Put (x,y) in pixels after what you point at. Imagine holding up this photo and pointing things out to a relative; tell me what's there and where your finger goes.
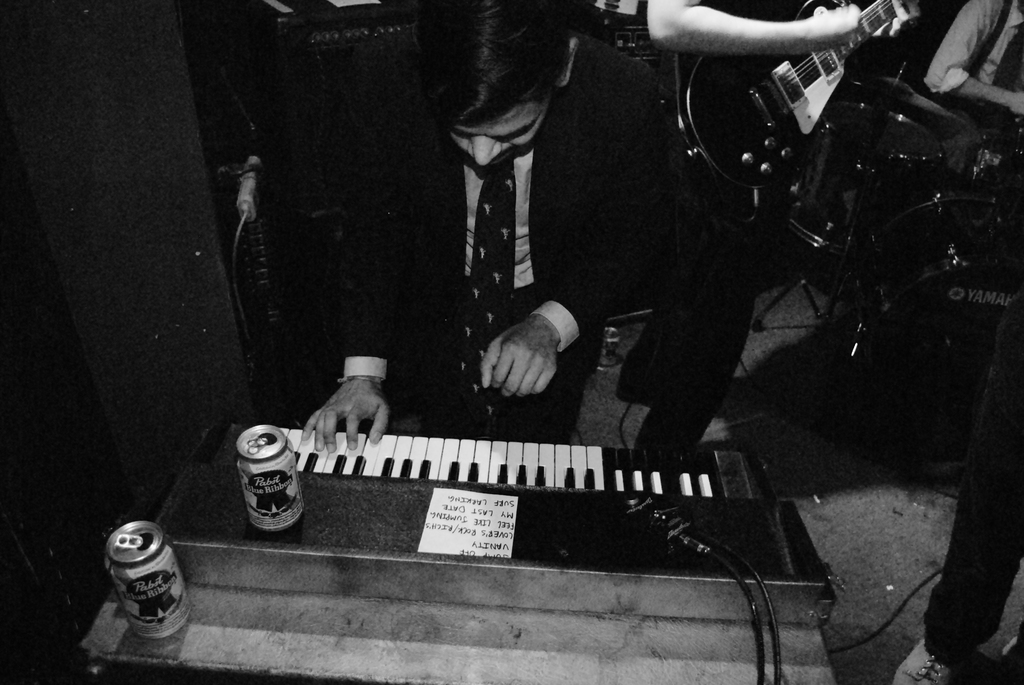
In this picture these two persons (599,111) standing. This person (723,41) hold guitar (763,110). This person (538,191) playing piano (540,466). On the piano (405,489) we can see two tins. This person (962,82) sitting. There is a drums (913,231).
